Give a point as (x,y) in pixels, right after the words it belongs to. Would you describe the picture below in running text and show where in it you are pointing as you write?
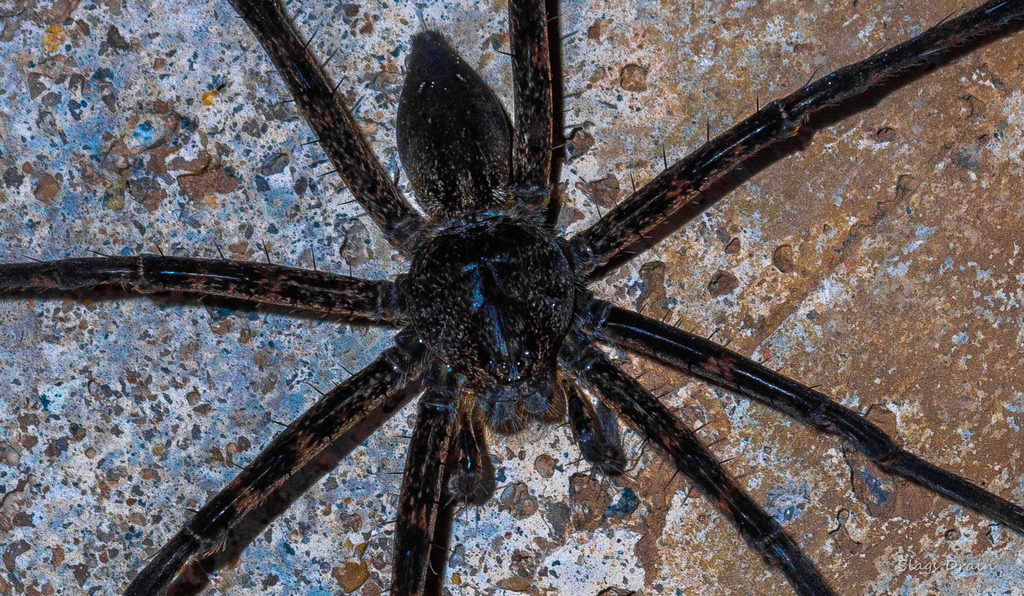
In the center of the image (564,246) we can see a spider (517,382).
